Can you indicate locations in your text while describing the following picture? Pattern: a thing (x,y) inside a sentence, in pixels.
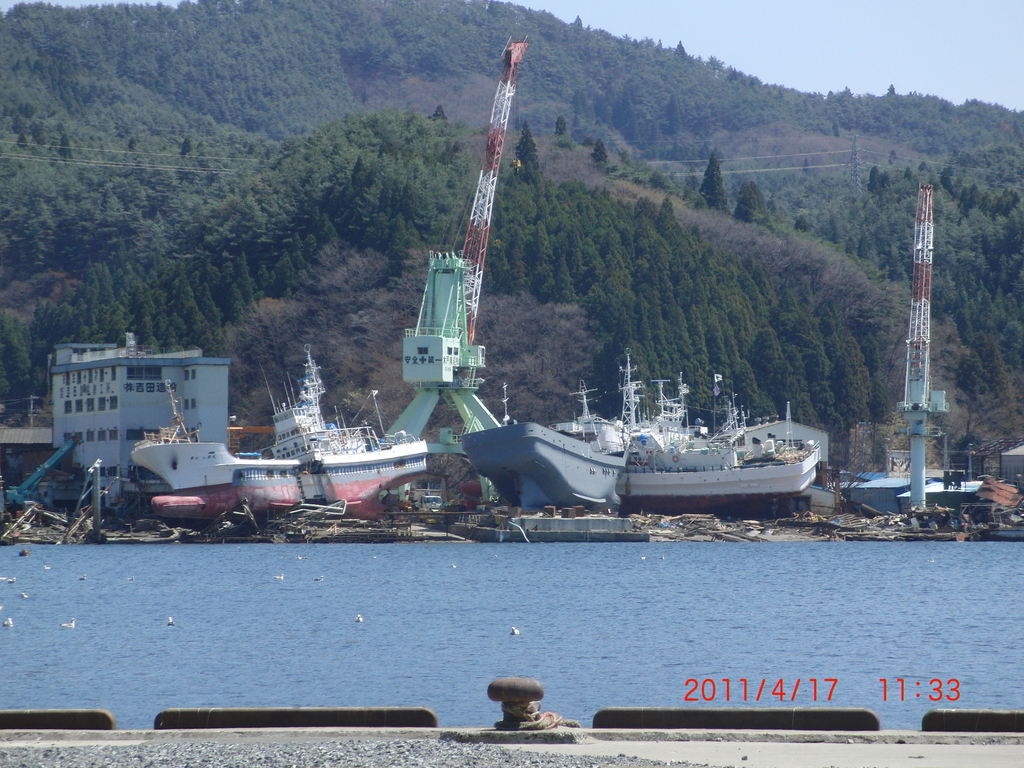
In this image, we can see ships (676,470), boats (396,459) and there are sheds (989,454), towers (904,409), poles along with wires (814,165) and there are trees (572,230) and hills (308,140). At the top (826,30), there is sky (826,30) and at the bottom (316,626), there are birds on the water (486,704) and there is some text (743,689).
